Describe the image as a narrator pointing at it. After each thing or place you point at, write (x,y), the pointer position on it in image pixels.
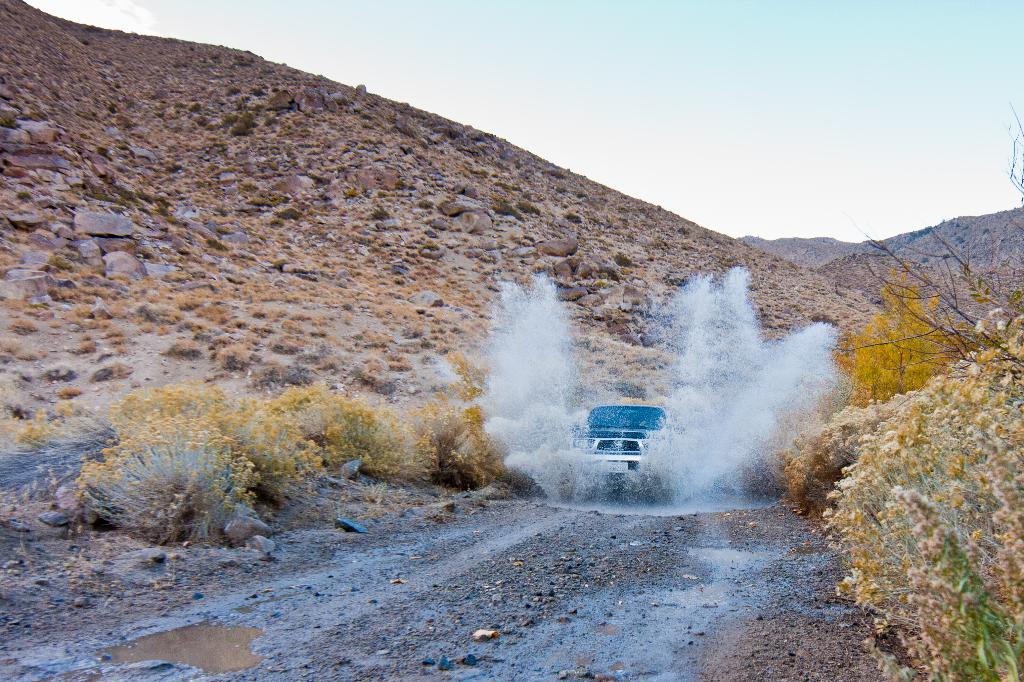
In the center of the image (600,411) we can see a vehicle (633,438) and there is water (729,480). In the background (600,255) there are hills (612,196) and sky (743,30). We can see plants (885,458).
